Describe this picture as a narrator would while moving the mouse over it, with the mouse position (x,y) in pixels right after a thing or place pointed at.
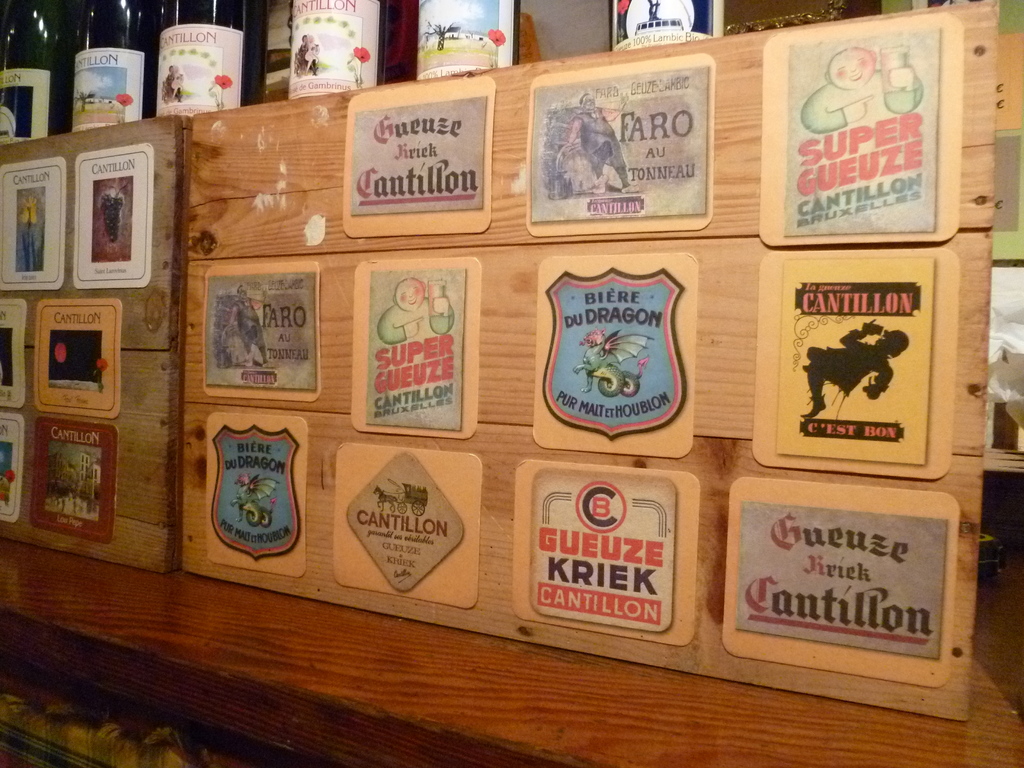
In this picture we can see some boards (72,314) pasted on wood (313,156), there are some bottles (327,35) at the top of the picture (235,27).
